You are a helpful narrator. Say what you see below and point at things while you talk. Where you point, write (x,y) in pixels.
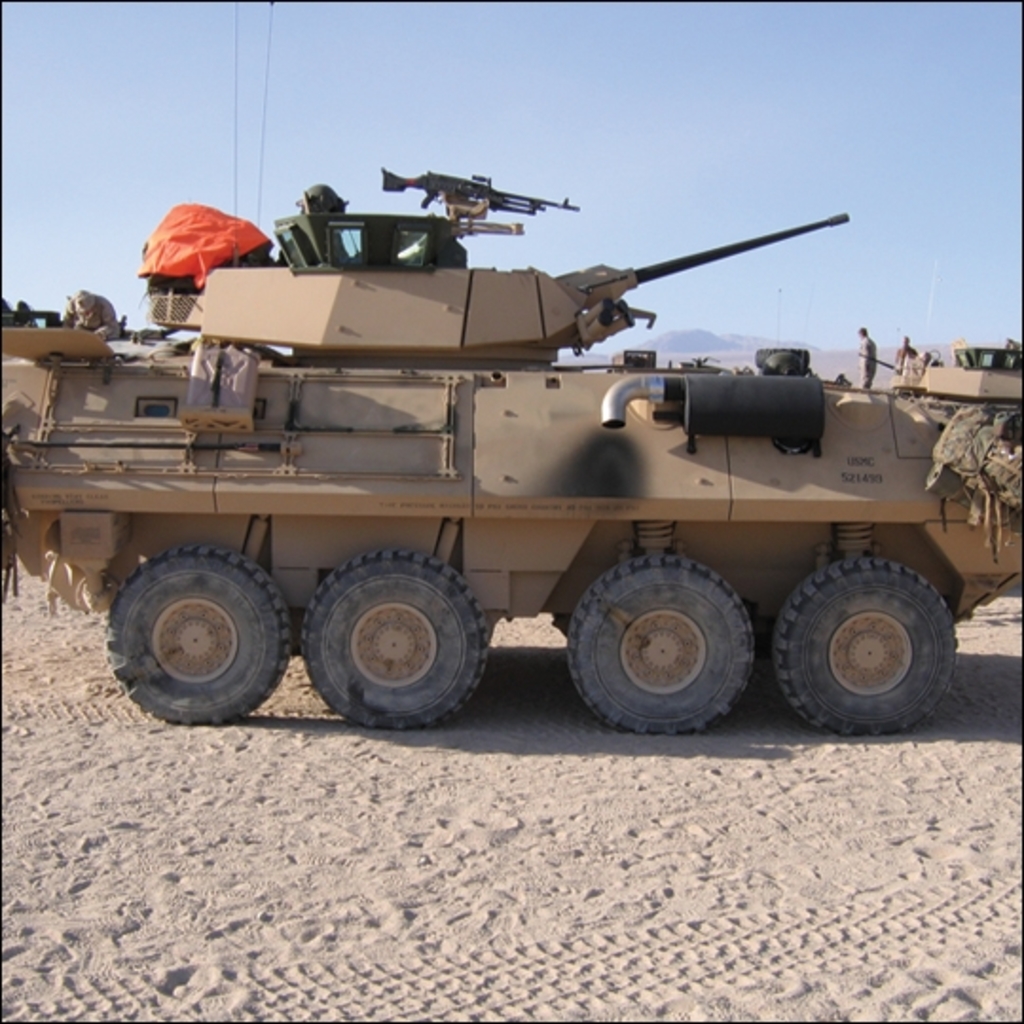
In the center of the image (544,629) we can see a war tanker (439,542) and sand (577,702). And we can see a few objects (239,348) on a war tanker (506,372). In the background (540,150), we can see the sky (590,129), few people (903,348) and a few other objects (989,351).
